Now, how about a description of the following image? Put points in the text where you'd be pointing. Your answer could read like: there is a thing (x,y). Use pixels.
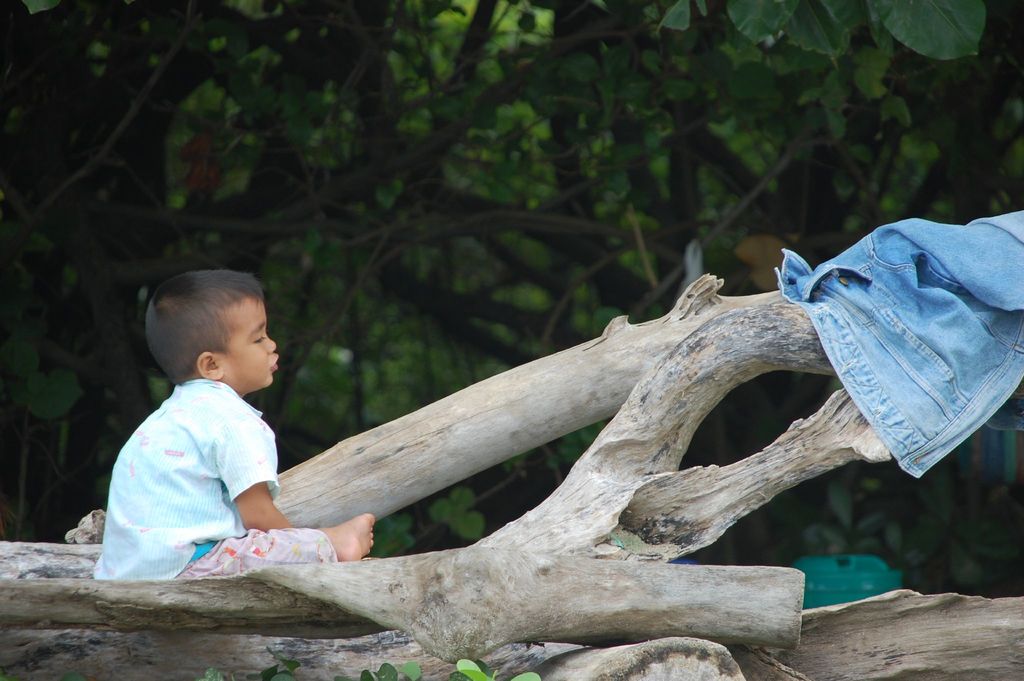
In this image we can see one boy (237,465) sitting on the tree branch (182,622), one jeans (927,330) on the tree branch (746,495), one dustbin (882,582), some leaves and background (991,536) there are some trees (491,251).
